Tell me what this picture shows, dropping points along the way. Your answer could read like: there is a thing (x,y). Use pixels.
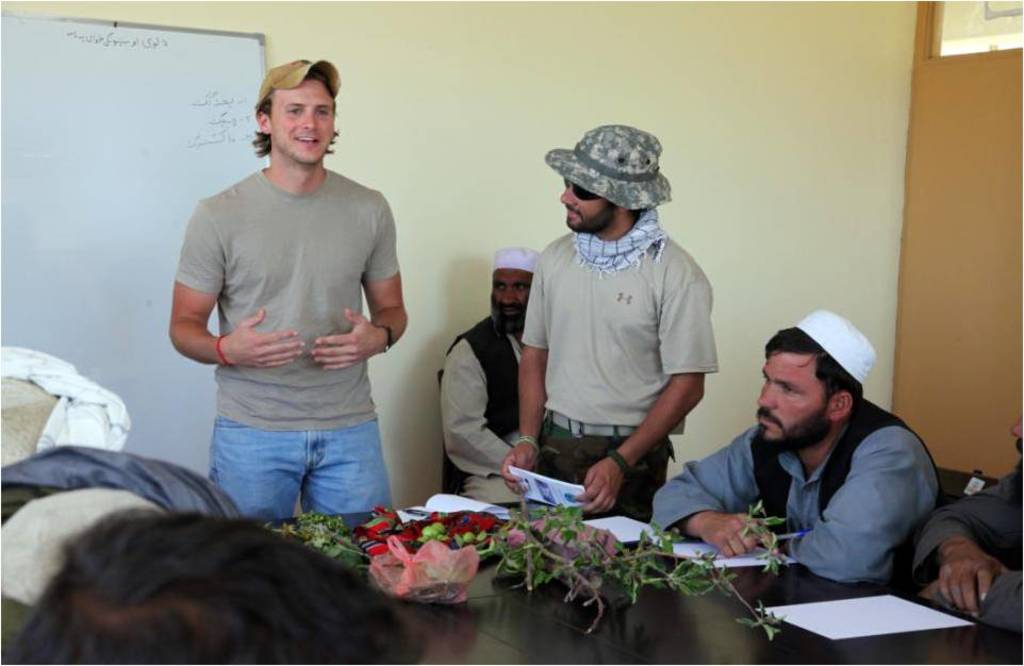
In this picture, we can see a few people (862,465) sitting and a few (596,482) are standing, we can see table (671,664), and we can see some objects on the table (446,658) like plants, paper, we can see the wall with board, door (998,416).
